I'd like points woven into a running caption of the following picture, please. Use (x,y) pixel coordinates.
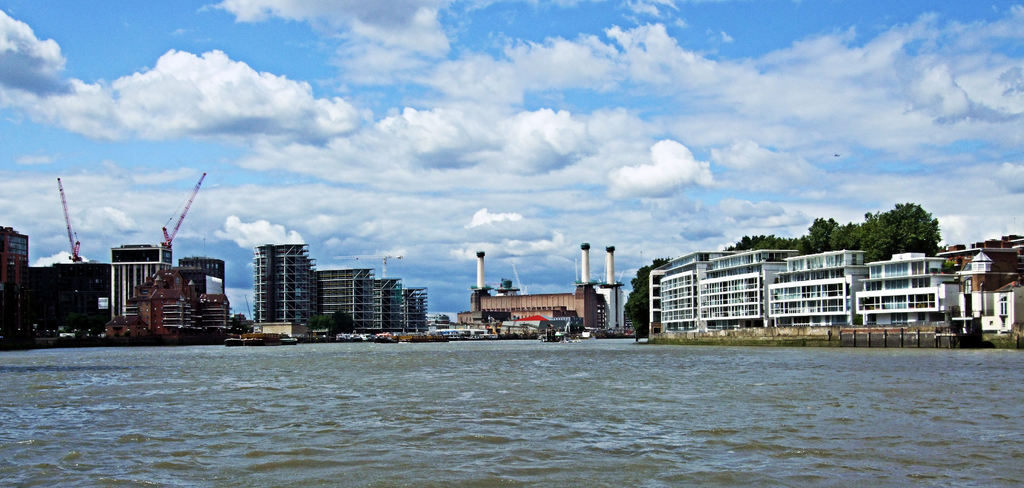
In this image we can see buildings (680,284), construction cranes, ships (361,335) on the water (303,418), trees (902,239), chimneys (611,275) and sky (647,124) with clouds (560,111) in the background (454,99).
